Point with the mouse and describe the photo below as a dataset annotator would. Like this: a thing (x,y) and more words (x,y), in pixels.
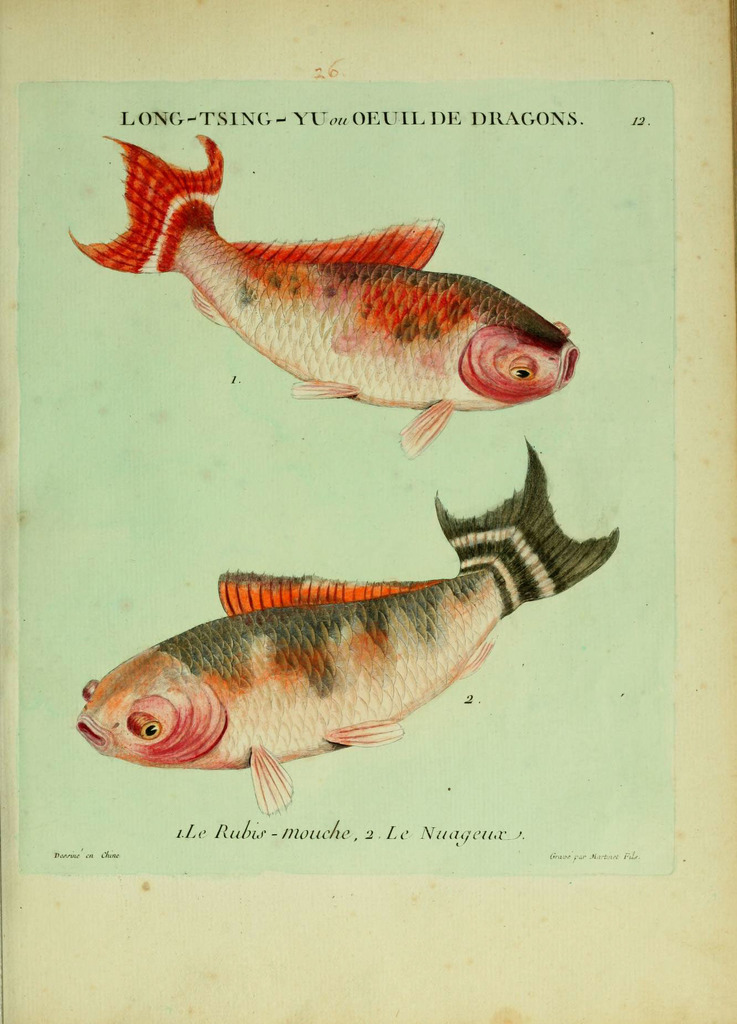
In the image there is a paper (700,527). On the paper (363,422) there are two fishes (327,353). The upper fish (308,289) is in orange and grey color. And the bottom fish (285,658) is also in the grey and orange color. To the top (571,119) and bottom of the paper (59,104) there is something written.
